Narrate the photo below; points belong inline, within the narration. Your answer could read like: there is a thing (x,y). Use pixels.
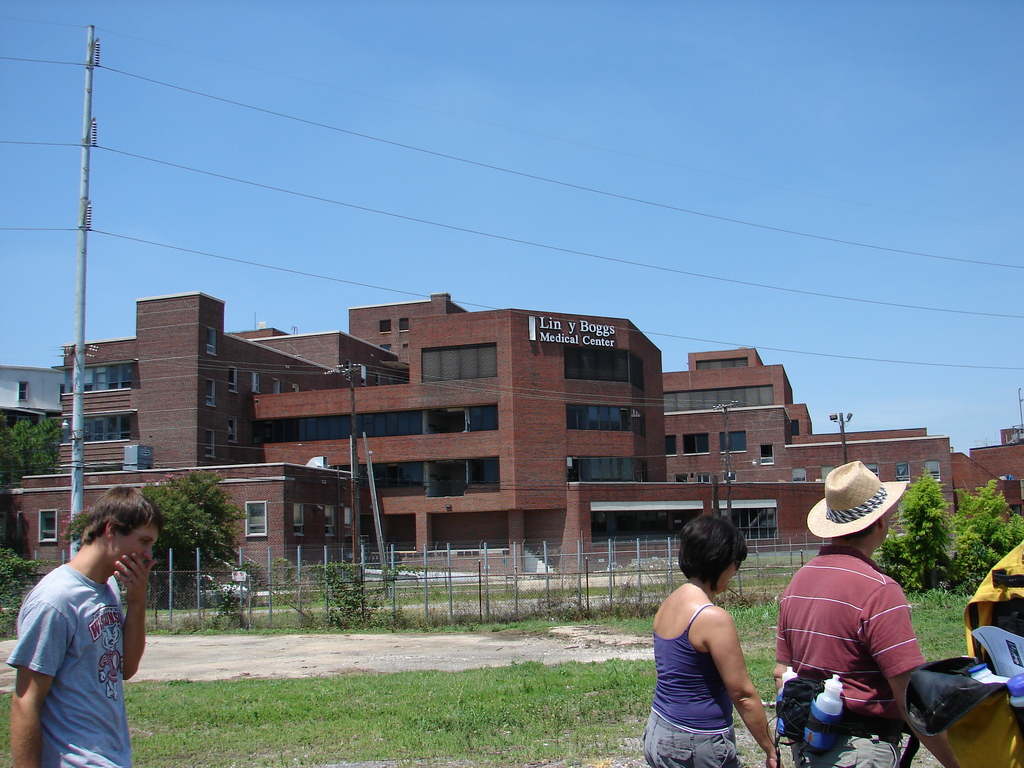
This is an outside view. At the bottom of the image (68,706) I can see few people (119,693) Are walking on the ground (471,758) towards the right side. I can see the grass (323,695) on the ground (331,693). In the background (246,603) there is a fencing (306,607) and I can see a building (326,411). On the left side (84,262) there is a pole (84,249) along with the wires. On the top of the image (622,126) I can see the sky (673,117).
